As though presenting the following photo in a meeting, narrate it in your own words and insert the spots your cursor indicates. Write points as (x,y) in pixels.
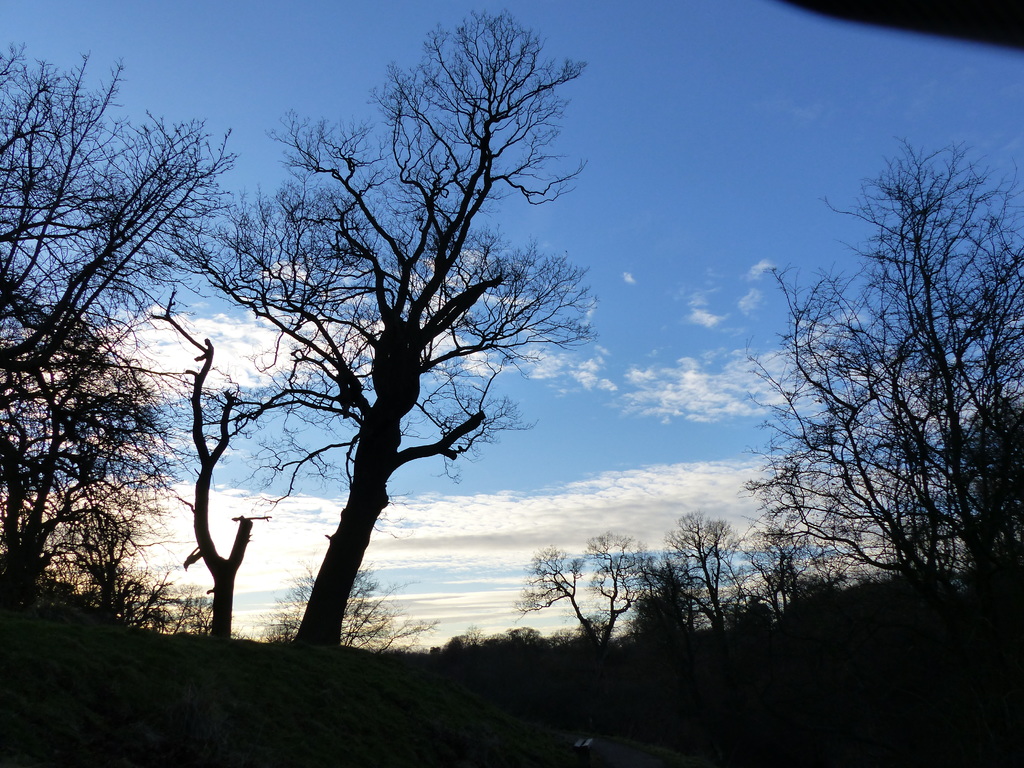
In this image we can see some trees (24,205) and at the top (674,100) we can see the sky (757,273) with clouds (813,497).
